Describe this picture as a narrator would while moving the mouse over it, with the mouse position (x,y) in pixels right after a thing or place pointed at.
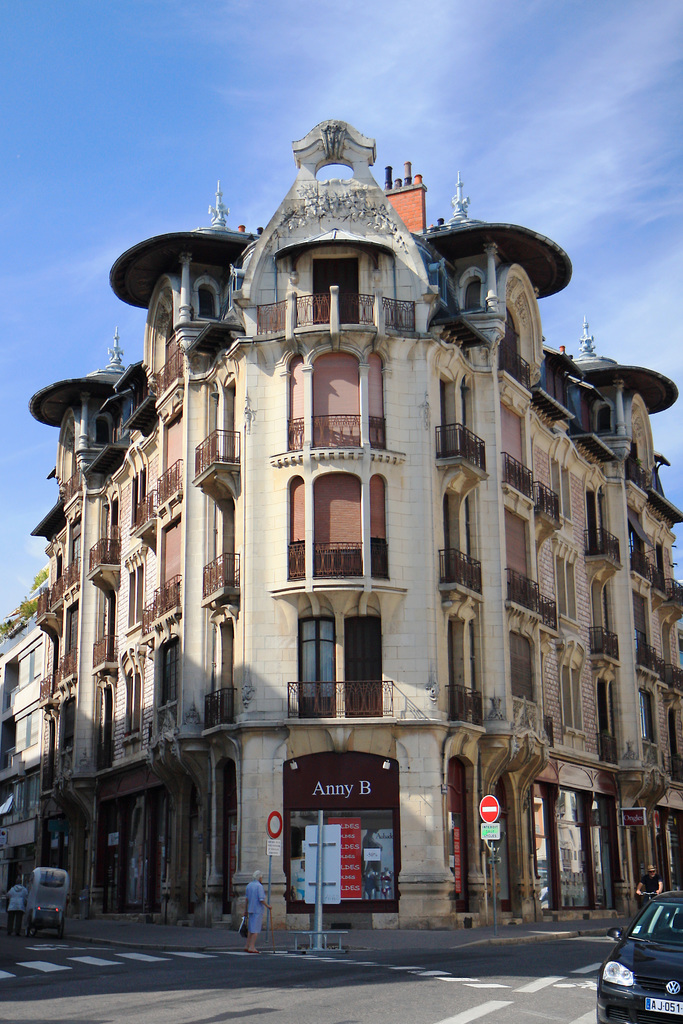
In this picture I can see there is a building (182,841) and there are cars (55,878) moving and a woman (257,912) standing and the sky (243,159) is clear.
